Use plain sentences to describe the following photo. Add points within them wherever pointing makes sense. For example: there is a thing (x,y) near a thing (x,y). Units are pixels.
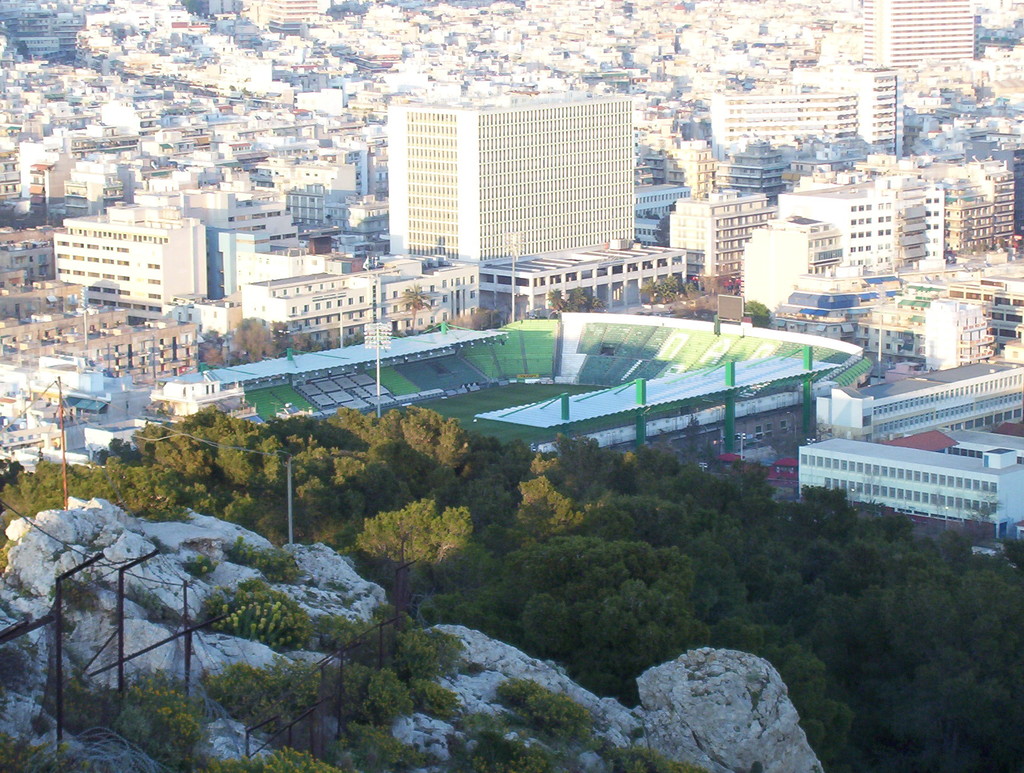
In the image we can see there are lot of trees (554,594) and there are lot of buildings (465,304) in the area (614,383).
